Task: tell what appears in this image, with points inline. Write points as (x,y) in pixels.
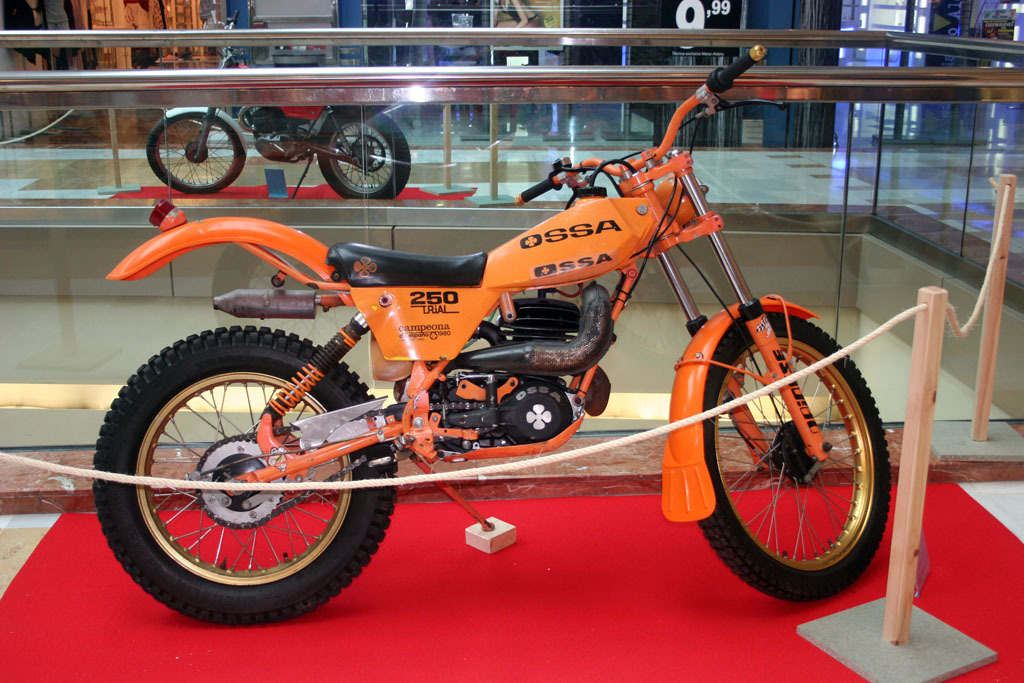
In this picture we can see orange color dirt bike (180,434) parked in the showroom (891,343). In the front (901,606) bottom side we can see the rope barriers (741,403). In the background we can see the black color posters (675,4) on the wall (786,20).
